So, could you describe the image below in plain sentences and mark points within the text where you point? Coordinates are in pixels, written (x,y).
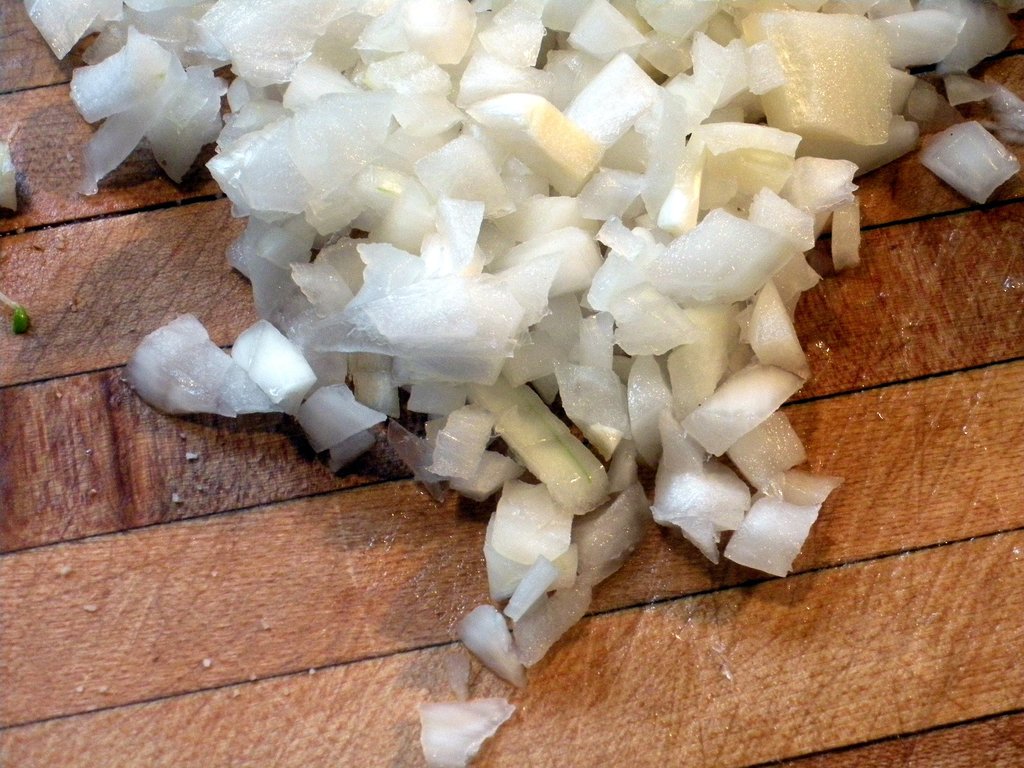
In this image I can see the chopped onion (489,262) which are in white color and these are on the wooden table (714,626) which is in brown color.
